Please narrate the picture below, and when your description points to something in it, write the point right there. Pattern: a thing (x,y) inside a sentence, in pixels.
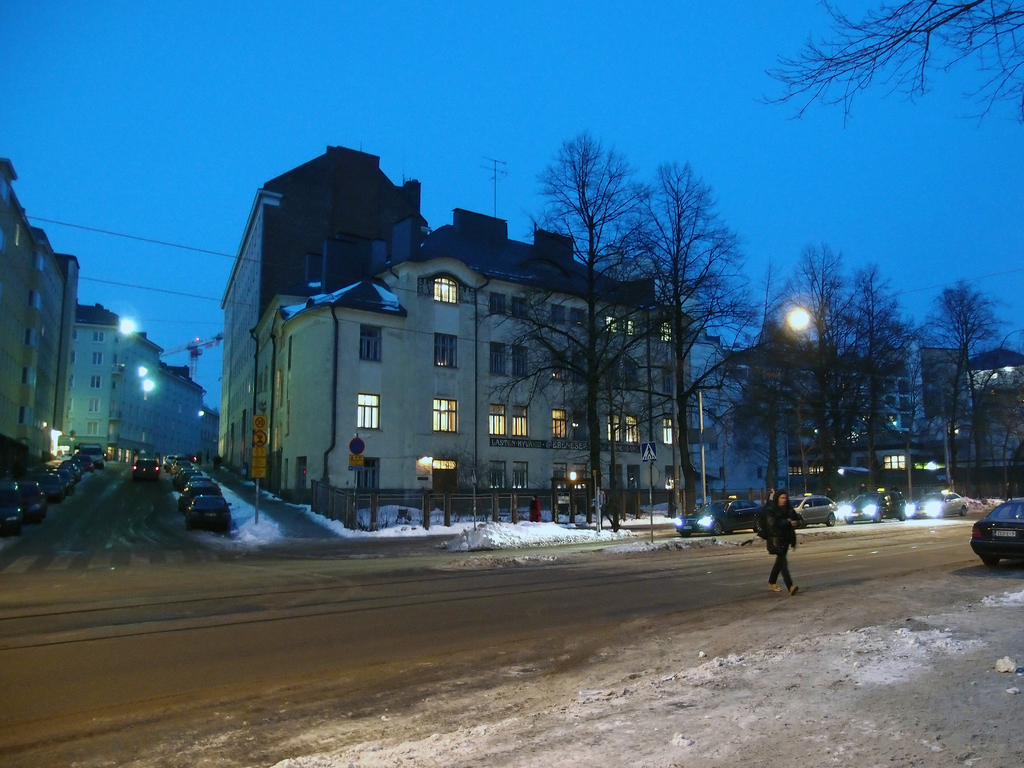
In the image there are a few buildings (498,467) and in front of the buildings (76,441) there are, many vehicles (189,524), some of them are moving on the road (213,563) and some of them are parked beside the buildings (25,452), the land (274,518) is partially covered with snow (255,527) in some areas (661,519) and there is a woman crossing the road (710,556), in front of the buildings (696,449) there are tall trees (772,436).
